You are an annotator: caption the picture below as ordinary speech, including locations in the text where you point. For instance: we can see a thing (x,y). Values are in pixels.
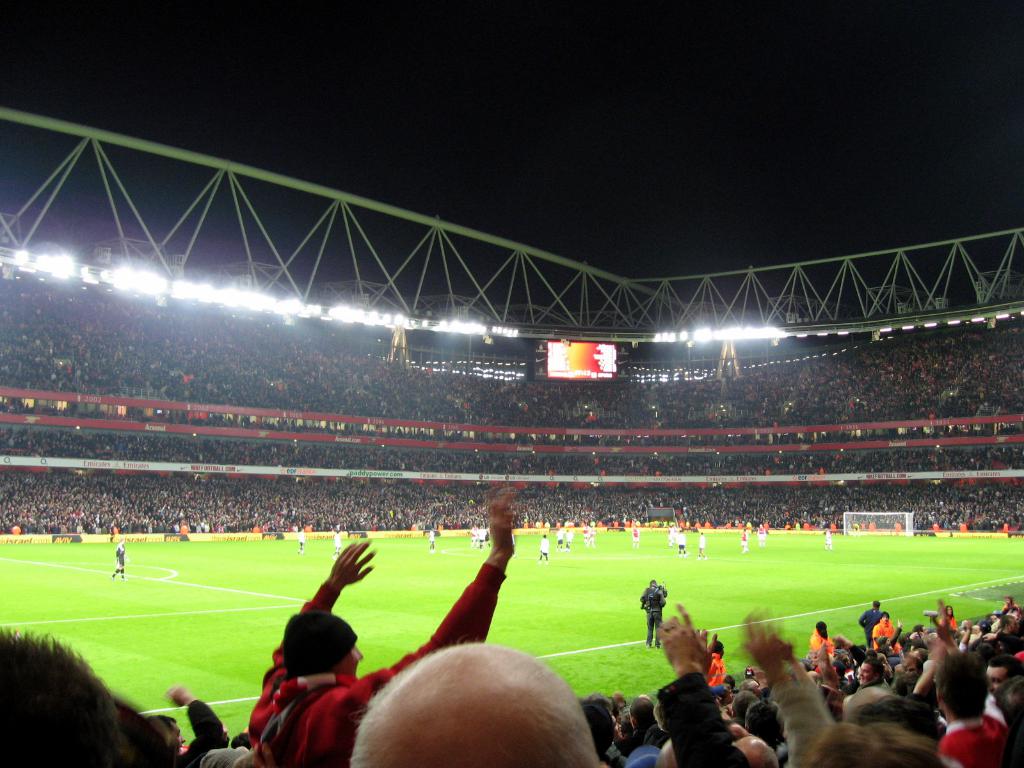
In this image there are players (744,547) playing on the ground (692,597), around the ground (732,579) people (878,632) are sitting on chairs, at the top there are flood lights (137,271).
